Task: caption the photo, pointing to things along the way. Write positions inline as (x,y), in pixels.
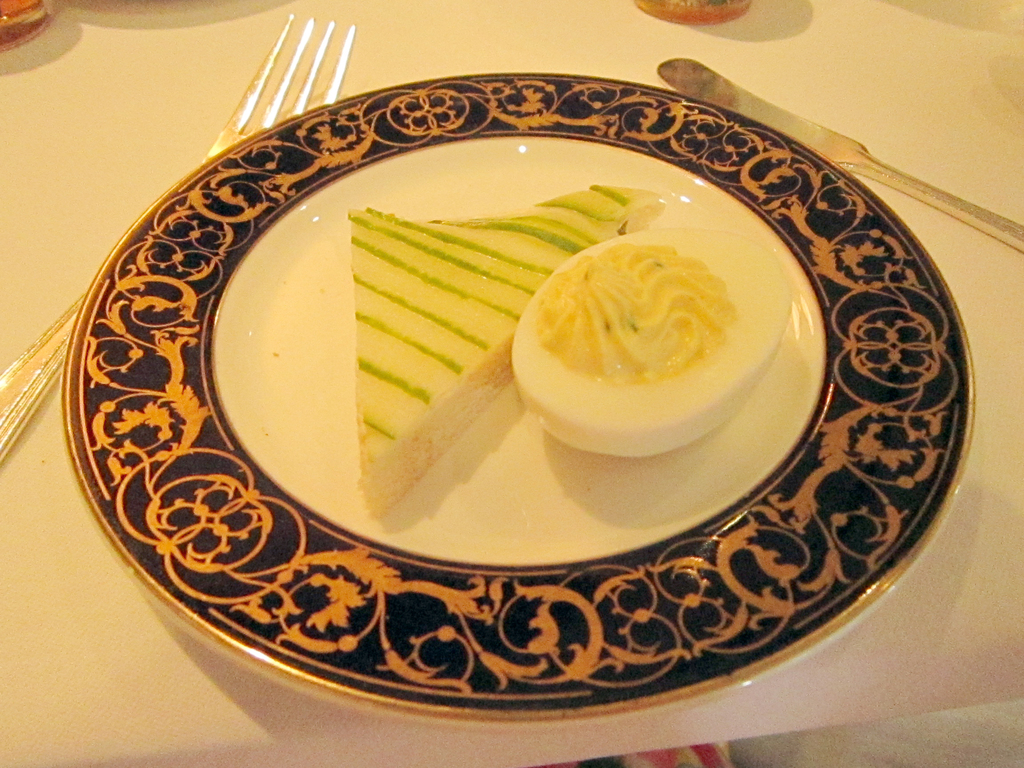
In the picture we can see a table (815,730) on it, we can see a plate (588,678) with a sandwich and an egg slice (565,407) on it and besides to the plate (328,317) we can see a fork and knife (758,119).
